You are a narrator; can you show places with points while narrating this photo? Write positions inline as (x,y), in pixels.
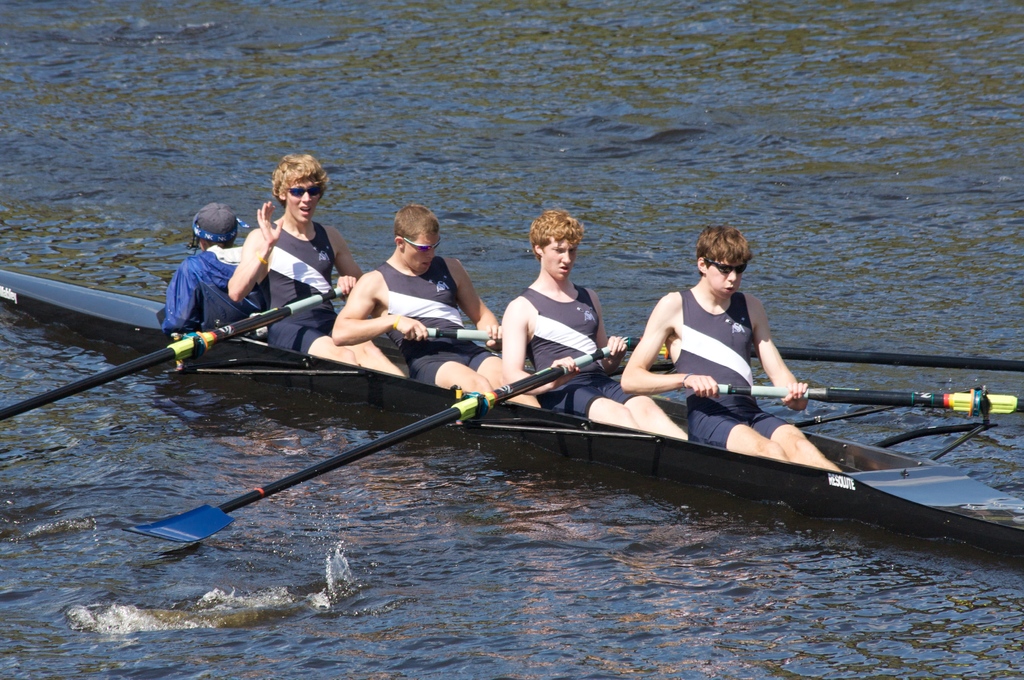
In this image we can see the people (529,300) rowing a boat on the water (581,512).
